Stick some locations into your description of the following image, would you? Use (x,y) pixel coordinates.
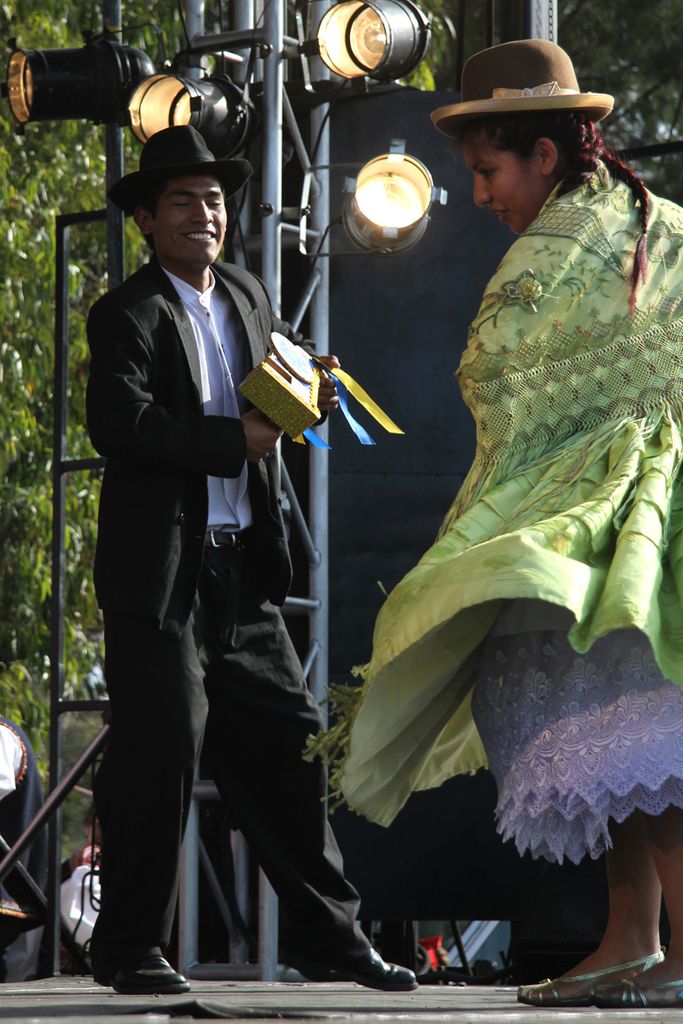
In this image we can see a person (173,434) wearing black color suit (183,455), lady person (519,655) wearing violet and green color dress (566,556) and two of them also wearing hats (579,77) standing on the stage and in the background of the image (228,62) there are some lights (382,232), rods (268,3) there are some trees (0,423).
